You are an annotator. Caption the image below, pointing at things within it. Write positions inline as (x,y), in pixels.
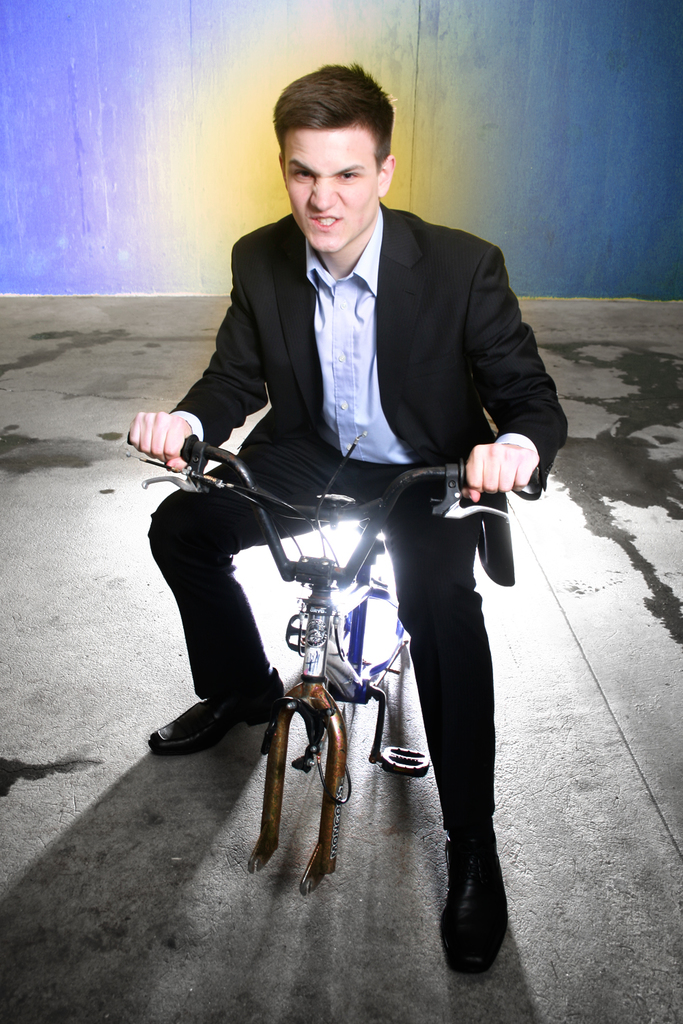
This is a man (437,388) wearing suit (446,396), shirt (356,400), trouser (461,701) and shoes (467,888). He is sitting on the bicycle (326,562). These are the pedals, brakes (455,507) attached to the bicycle (329,749). At background (124,230) looks colorful with blue and yellow color.
